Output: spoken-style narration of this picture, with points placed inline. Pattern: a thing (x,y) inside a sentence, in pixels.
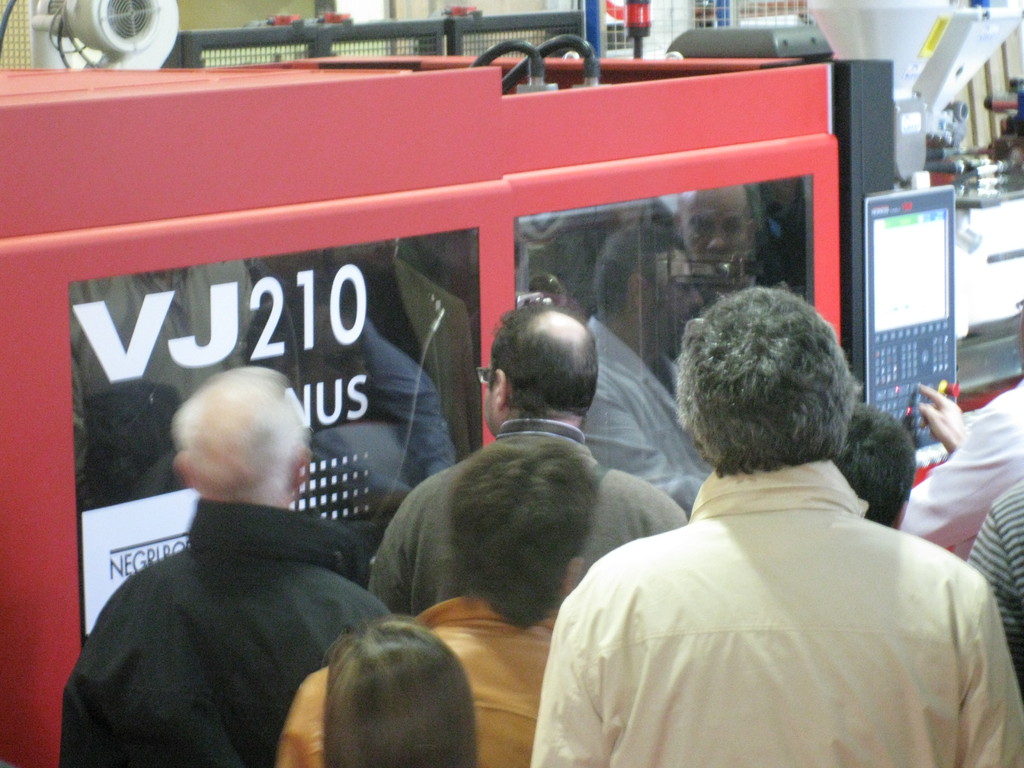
In this image I can see few machines (587,238) and few people (817,509) and I can see the person's finger (925,383) on the button (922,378). Back I can see few objects (428,32).
